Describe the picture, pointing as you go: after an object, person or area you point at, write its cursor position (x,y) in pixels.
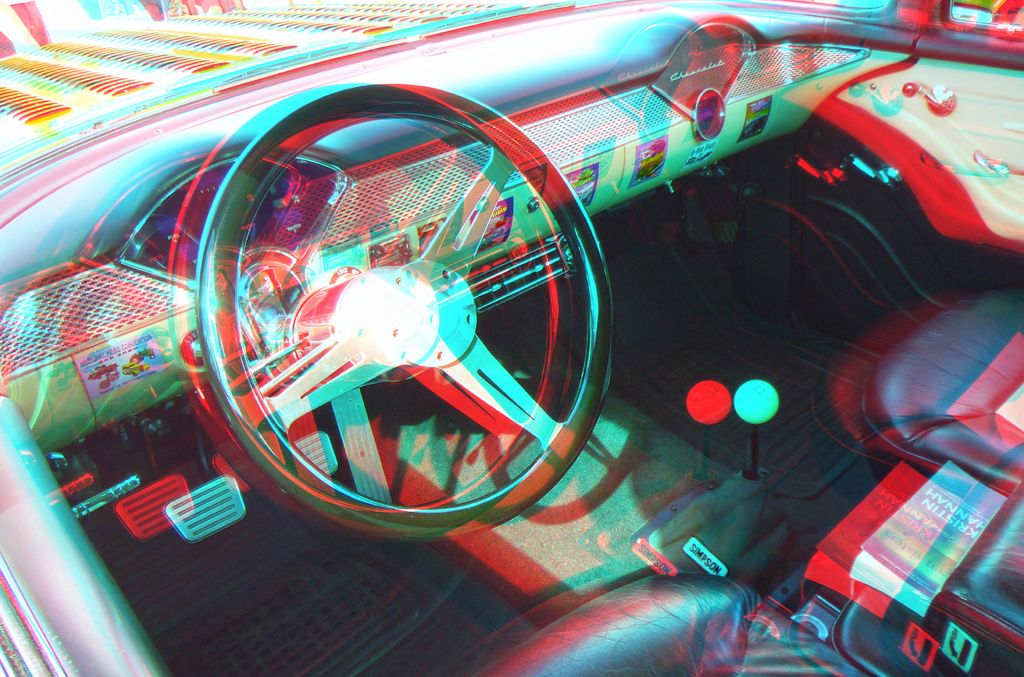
This picture shows steering (304,409) and dashboard (519,74) of a vehicle (221,218) and we see seats (668,616) and a book (849,578).
